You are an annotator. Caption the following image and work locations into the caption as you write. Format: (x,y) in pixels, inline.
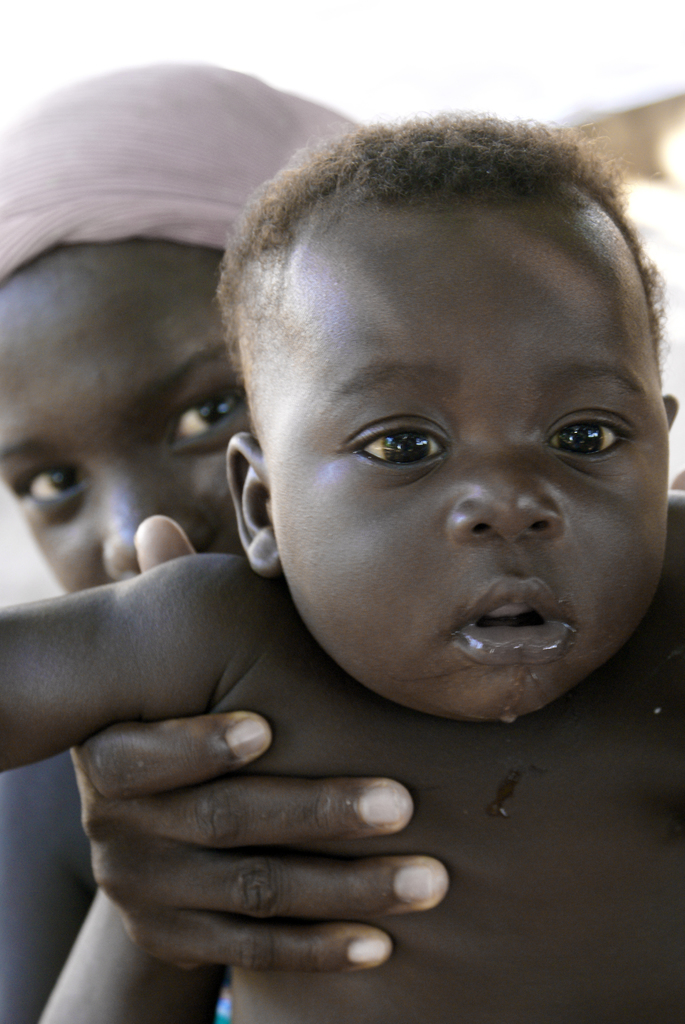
In this picture I can see a woman (32,155) holding a baby (416,270). I see that it is white color in the background (534,24).
